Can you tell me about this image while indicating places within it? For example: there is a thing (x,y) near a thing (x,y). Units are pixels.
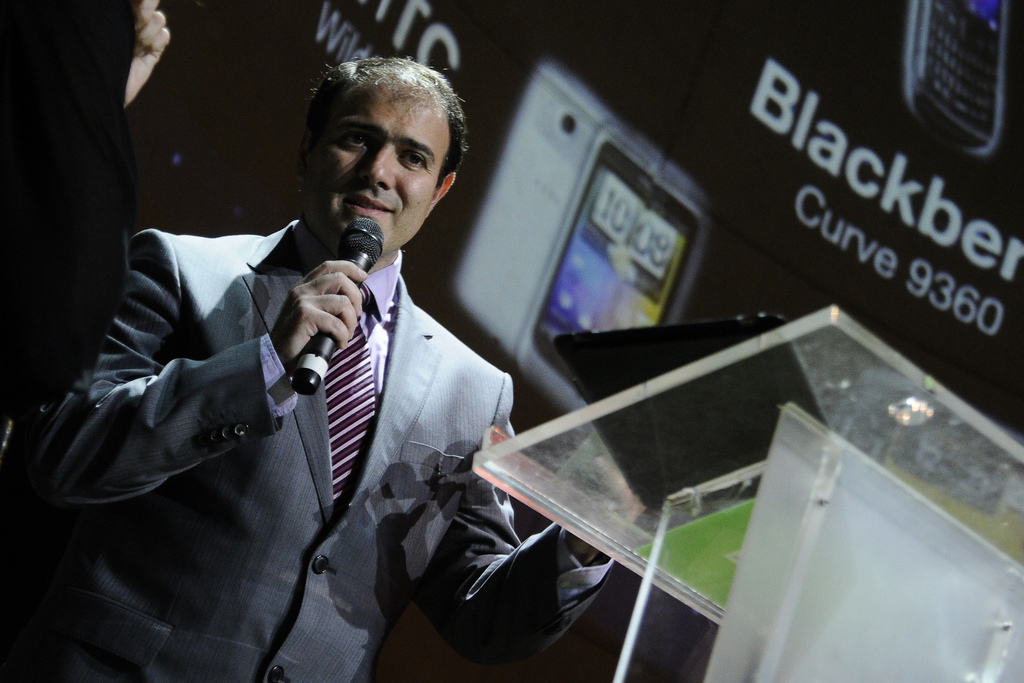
Here we can see a man (245,235) who is talking on the mike (372,245). He is in a suit (263,471). This is table (788,523). On the background (680,175) there is a banner (668,188) and this is mobile (601,228).
